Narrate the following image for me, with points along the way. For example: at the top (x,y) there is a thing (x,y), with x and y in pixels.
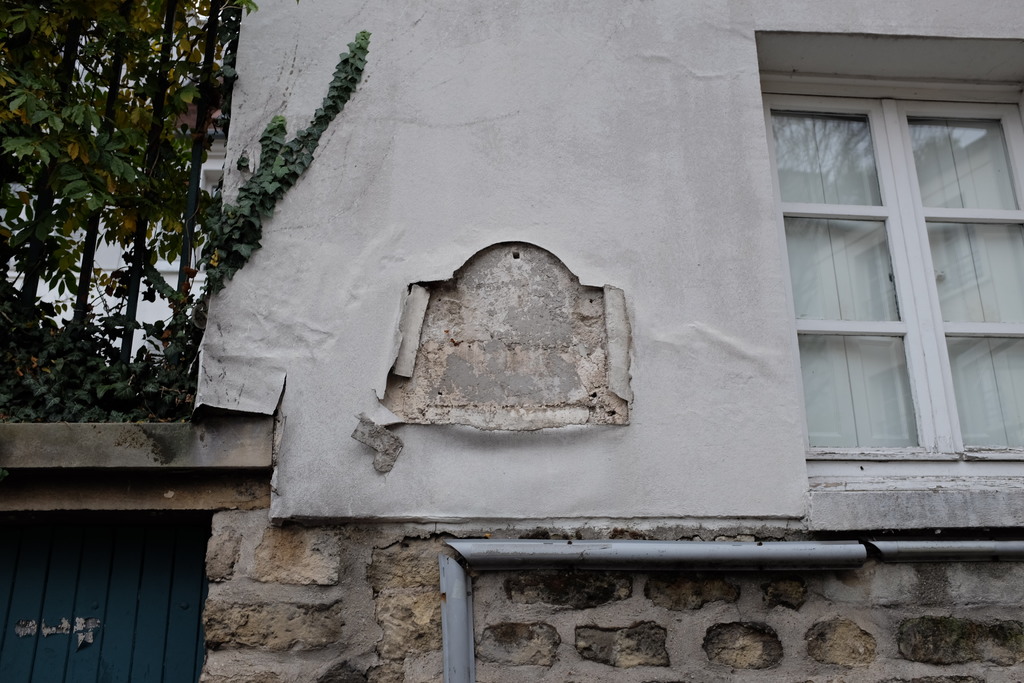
In this picture we can see a building (692,67), window (866,233), and trees (103,196).
